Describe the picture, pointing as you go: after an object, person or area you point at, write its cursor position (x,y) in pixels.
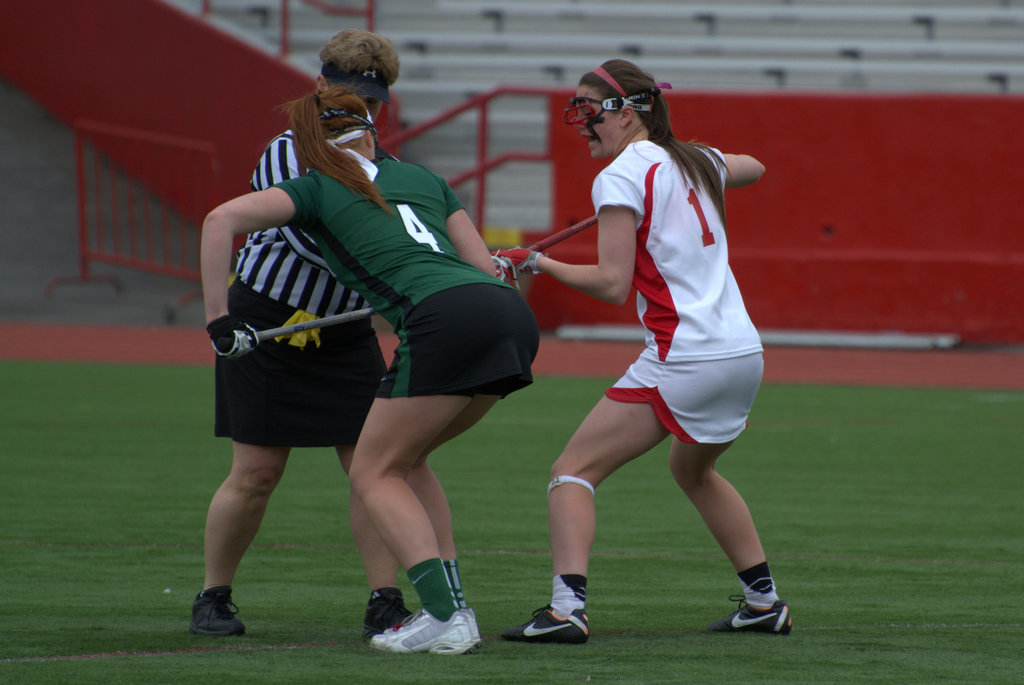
In this picture we can see few people (650,377), and they are playing game in the ground (784,483), in the background (510,92) we can see few metal rods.
